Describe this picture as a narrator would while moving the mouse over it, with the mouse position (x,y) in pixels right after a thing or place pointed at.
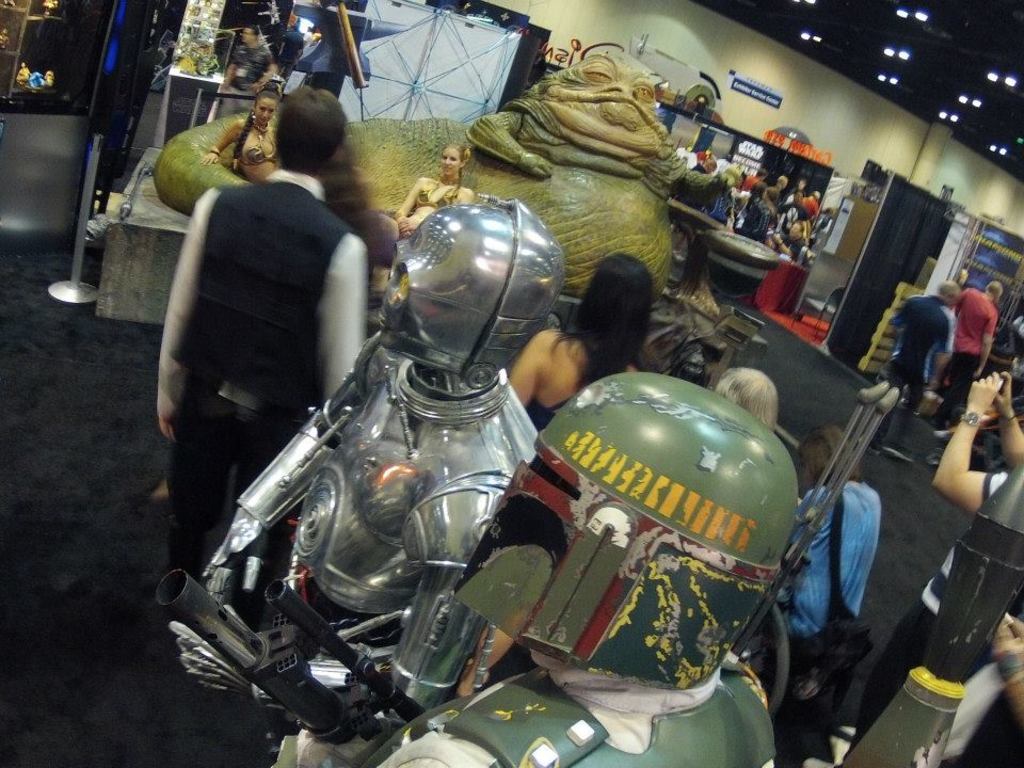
In this picture I can see the two person (545,306) who are wearing armor (426,575) and holding the guns (385,712). Beside them I can see many people (640,316) who are standing near to the statues (556,230). Beside the statues (556,230) I can see two women (428,187) who are sitting on the statue (514,169). In the background (760,205) I can see many people (944,293) who are standing near to the door (851,226).
